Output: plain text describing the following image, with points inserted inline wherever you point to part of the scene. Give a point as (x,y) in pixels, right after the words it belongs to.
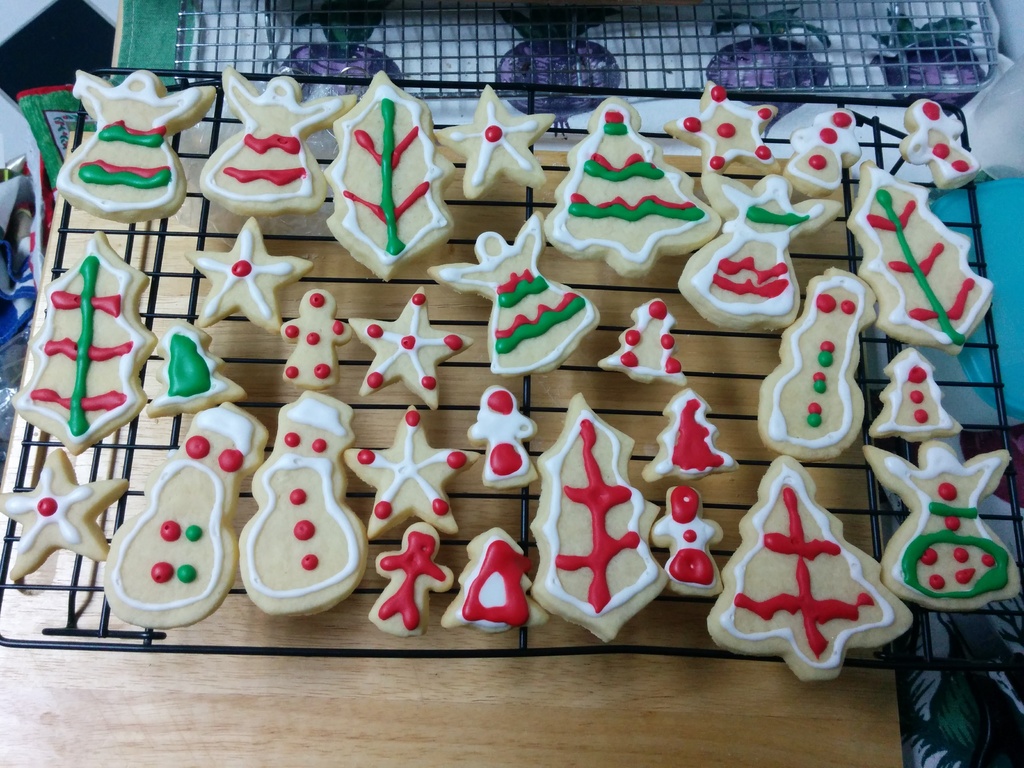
In this image I can see few food items (621,369) on the grill (880,332) and the food (492,398) is in brown, white, red and green color. The grill (674,292) is on the brown color surface (511,728). I can see few objects (1019,391) around.
